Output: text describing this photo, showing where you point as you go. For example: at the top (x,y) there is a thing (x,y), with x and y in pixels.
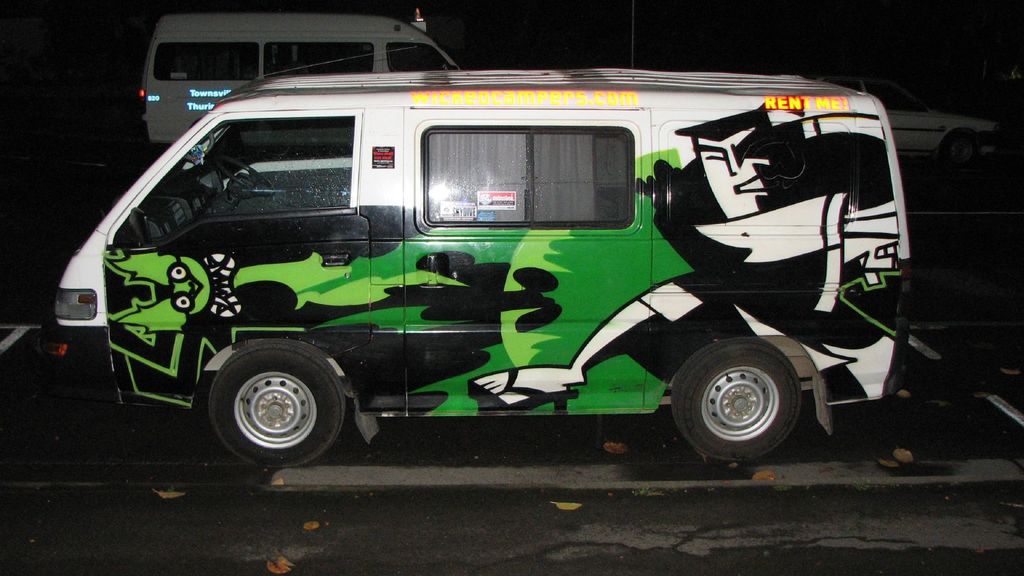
In this image we can see motor vehicles (360,353) on the road (28,477).
